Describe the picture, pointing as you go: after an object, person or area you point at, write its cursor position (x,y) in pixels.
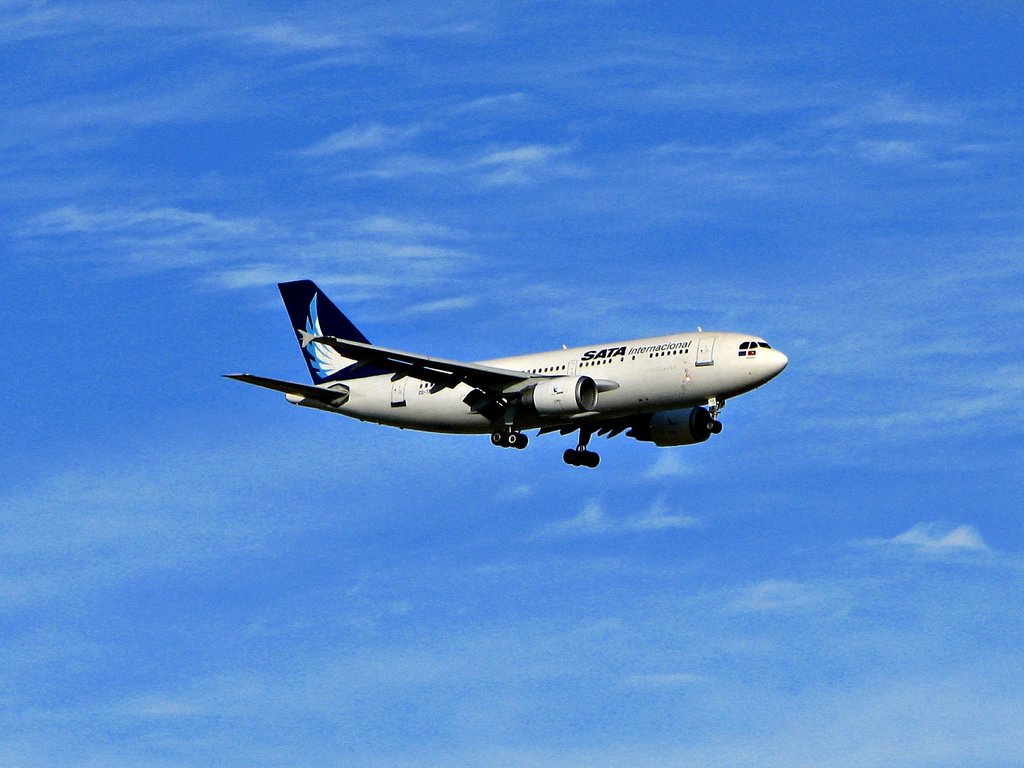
In this picture, we see an airplane (553,393) in white color is flying in the sky (306,368). In the background (321,502), we see the sky (676,229), which is blue in color.
